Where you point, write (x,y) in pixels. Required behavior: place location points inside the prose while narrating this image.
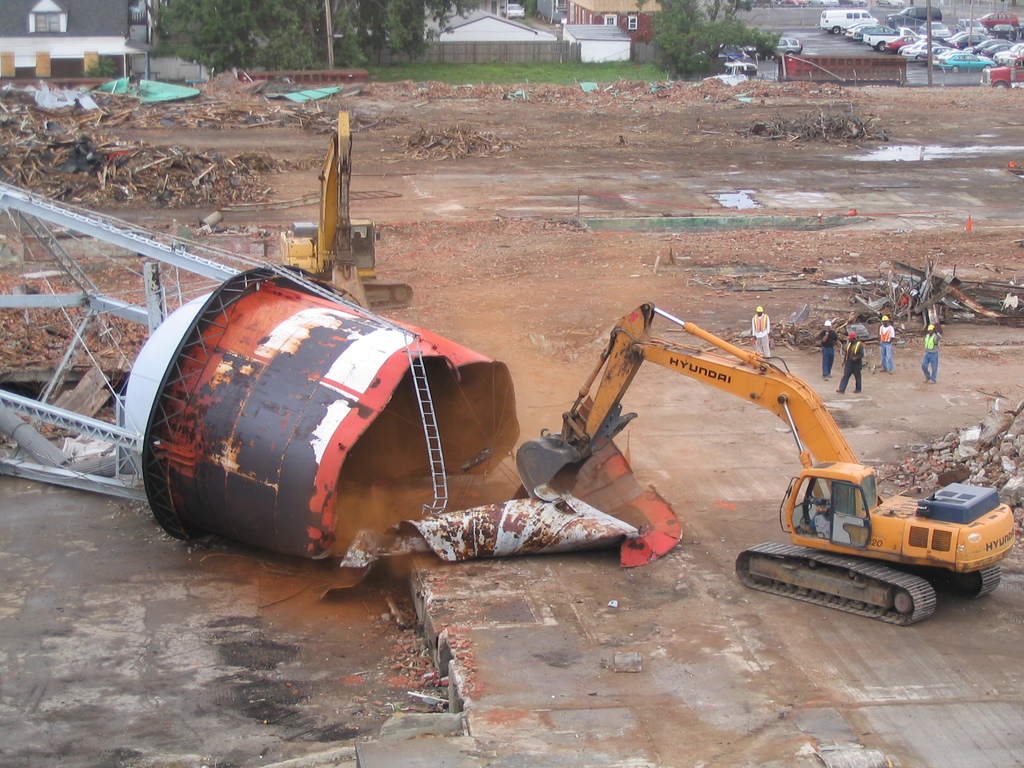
In the picture I can see crane (817,539) and people (928,343) standing on the road (911,339) and there on the right side of the image (935,355). Here I can see a water can (175,354) fall down and I can see another crane (347,234), I can see a few more objects (119,137), houses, trees (739,33) and vehicles (898,45) in the background (736,82).
